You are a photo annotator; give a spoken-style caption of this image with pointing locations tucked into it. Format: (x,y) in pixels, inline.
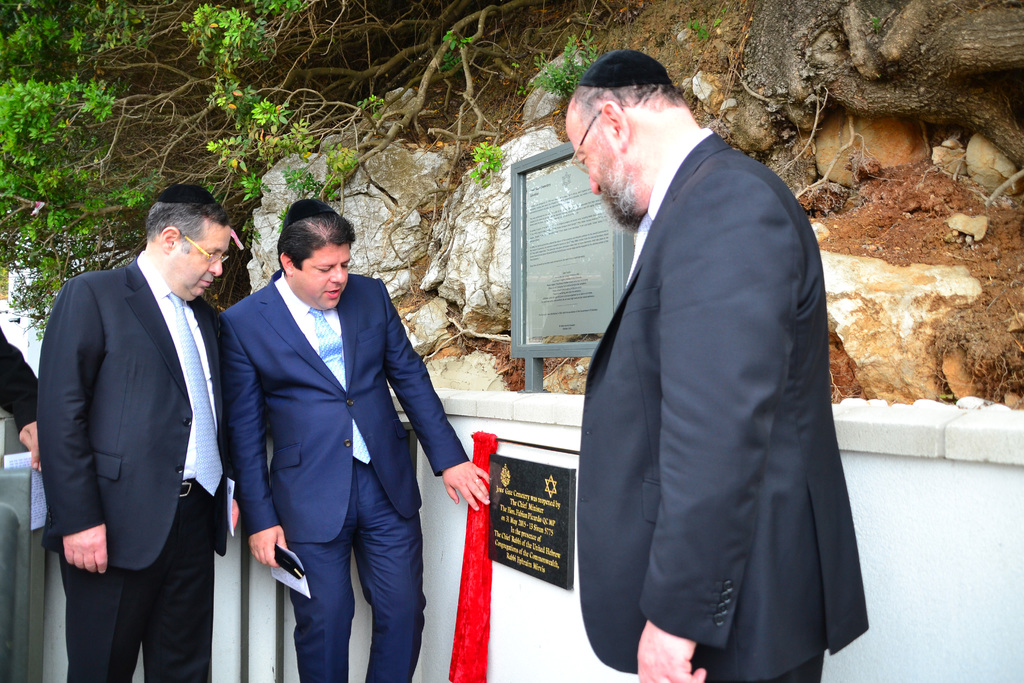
In the foreground of the picture (350,321) there are people (159,474) inaugurated a place. In this picture there is a board (563,296), curtain (482,596), and a stone (532,522) with text (513,516) on it. In the background (360,149) there are stones (505,189), soil (869,173) and trees (451,44).
